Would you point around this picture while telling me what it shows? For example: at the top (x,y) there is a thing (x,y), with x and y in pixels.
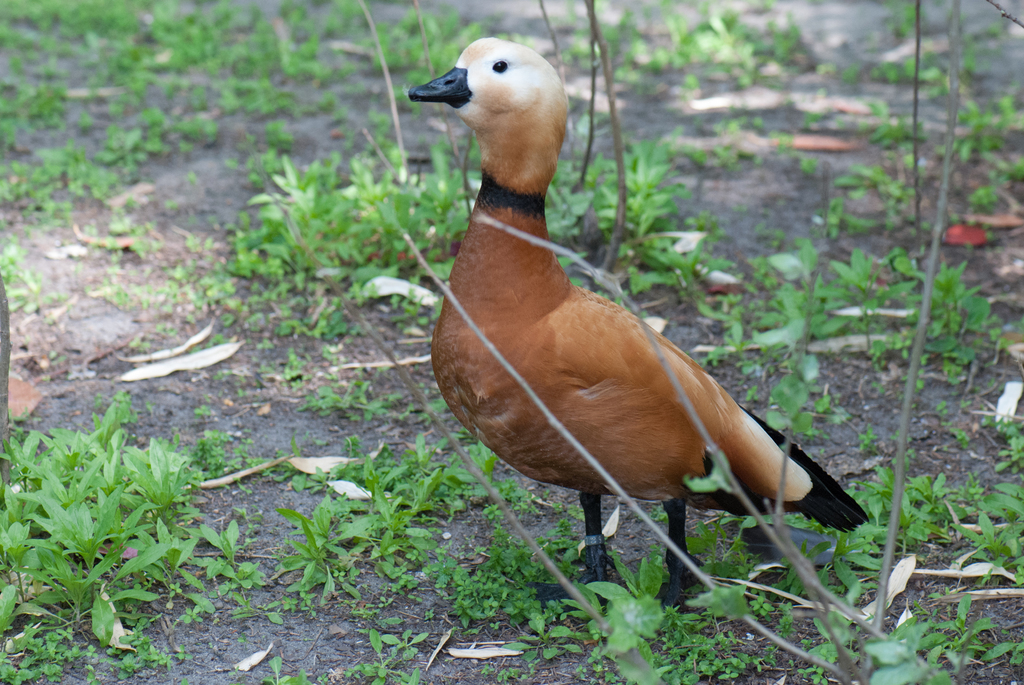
In this image, we can see a duck (535,195) which is colored brown. There are some plants (365,223) on the ground (893,331).
